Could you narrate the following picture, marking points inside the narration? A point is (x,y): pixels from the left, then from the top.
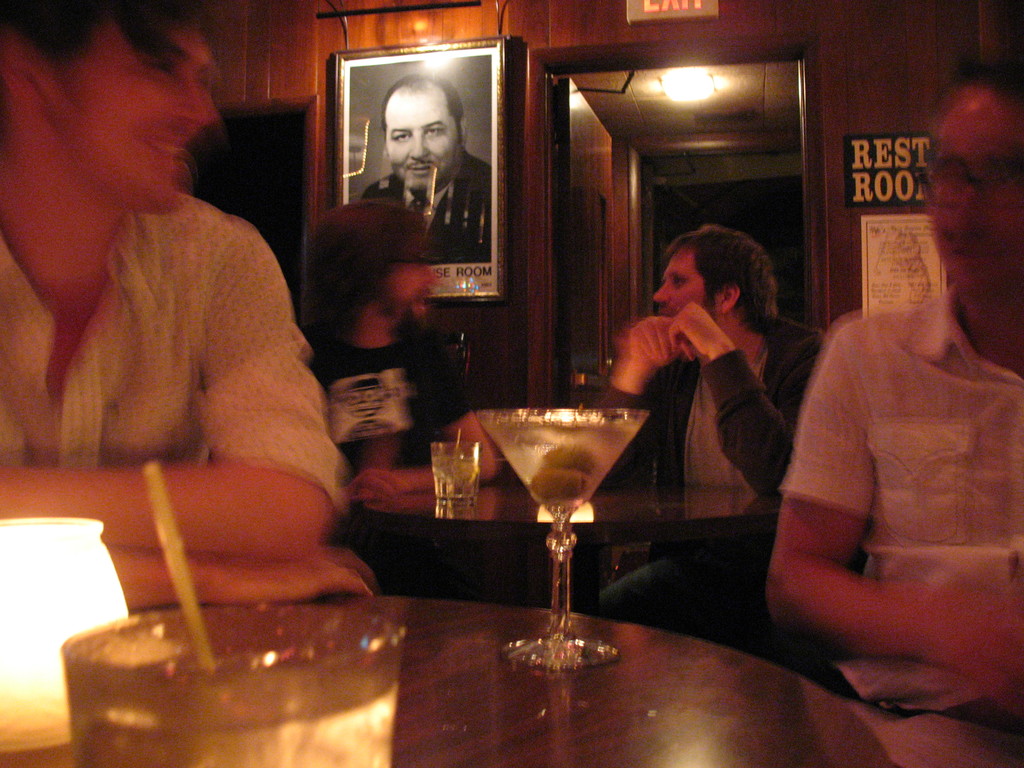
In this image we can see some group of persons (403,411) sitting on chairs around tables (469,627) on which there are some glasses (252,746) in which there is a drink (516,462) and in the background of the image (524,174) there is a wall (258,65) on which there is painting (447,290) and some sign board (680,14).
